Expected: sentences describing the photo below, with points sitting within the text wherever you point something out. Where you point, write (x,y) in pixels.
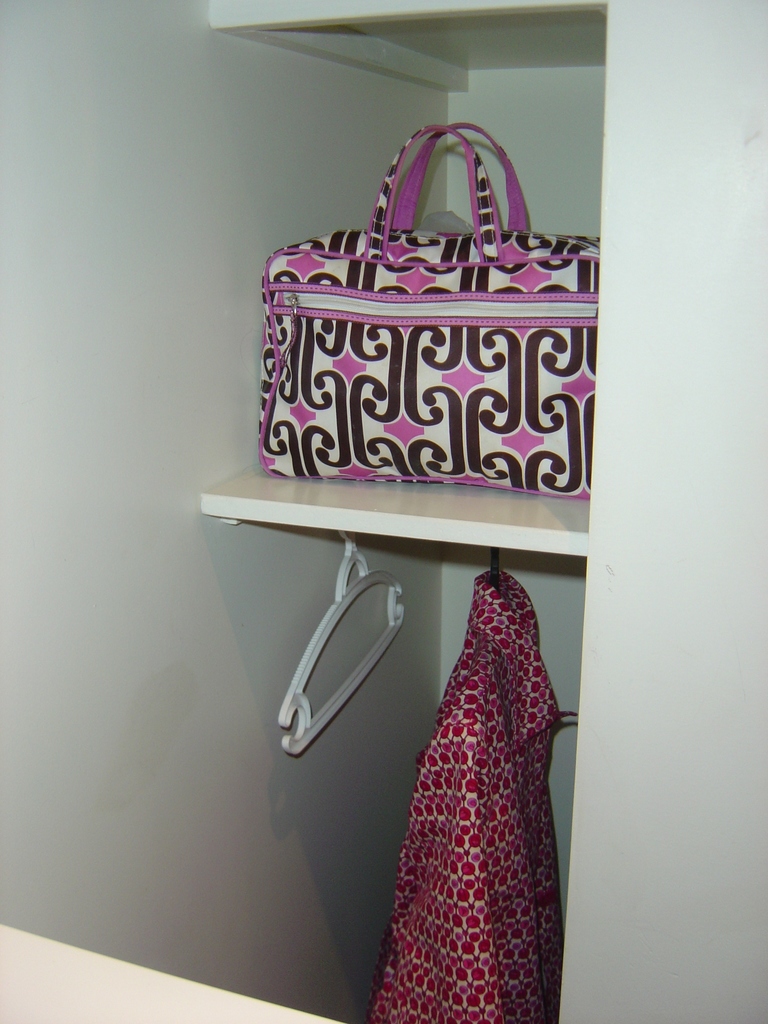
In this picture we can see a bag (362,300), shirt (506,749) and a hanger (393,594) in the cupboard (403,538).
